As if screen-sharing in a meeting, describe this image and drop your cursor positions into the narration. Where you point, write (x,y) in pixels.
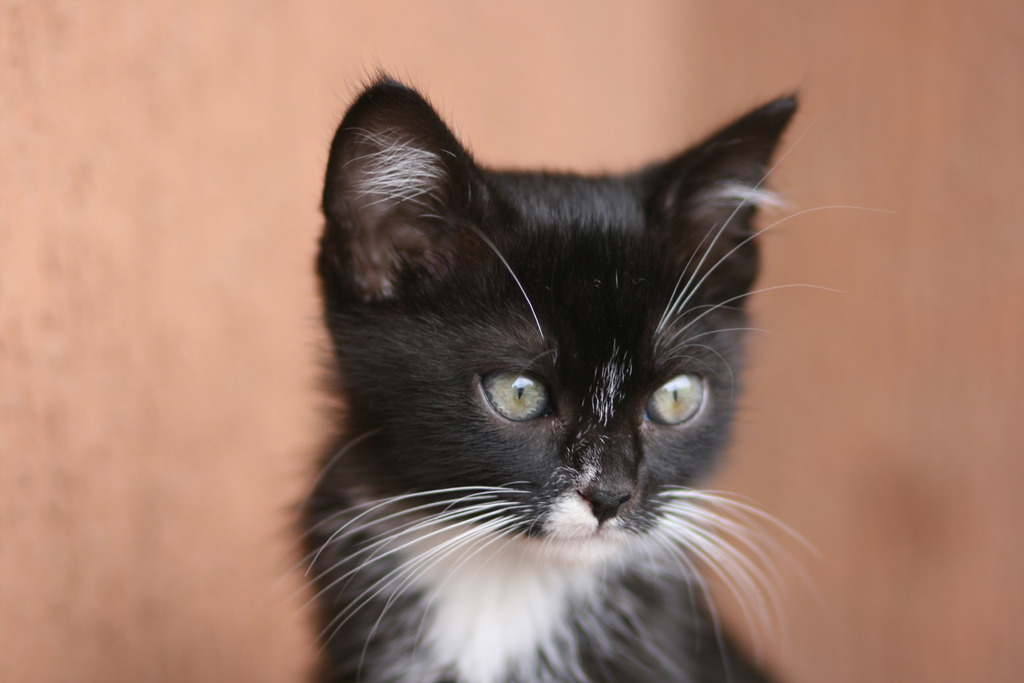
Here in this picture we can see a black and white colored kitten (466,411) present over there.
